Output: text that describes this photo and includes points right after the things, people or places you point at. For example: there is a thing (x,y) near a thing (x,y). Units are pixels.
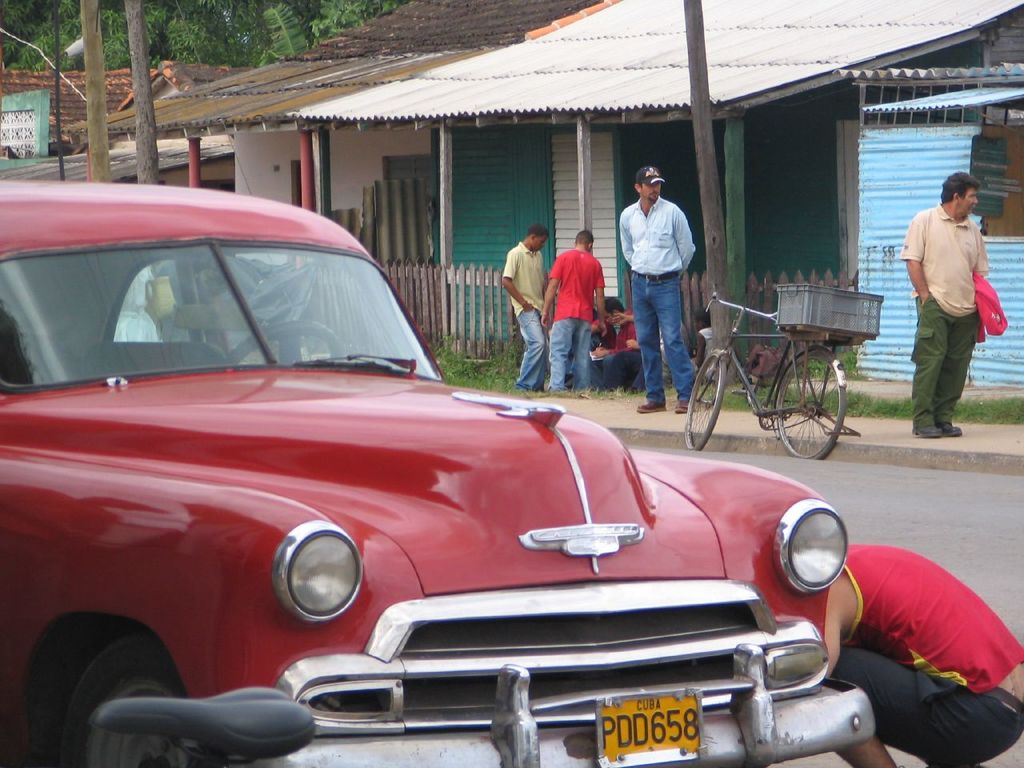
In the foreground of the image (158,557) there is a red color car (498,494). In the background of the image (413,42) there are houses (524,233). There are people (931,327). There is a bicycle (793,415) on the road (847,486). To the right side of the image (948,635) there is a person (913,678).
